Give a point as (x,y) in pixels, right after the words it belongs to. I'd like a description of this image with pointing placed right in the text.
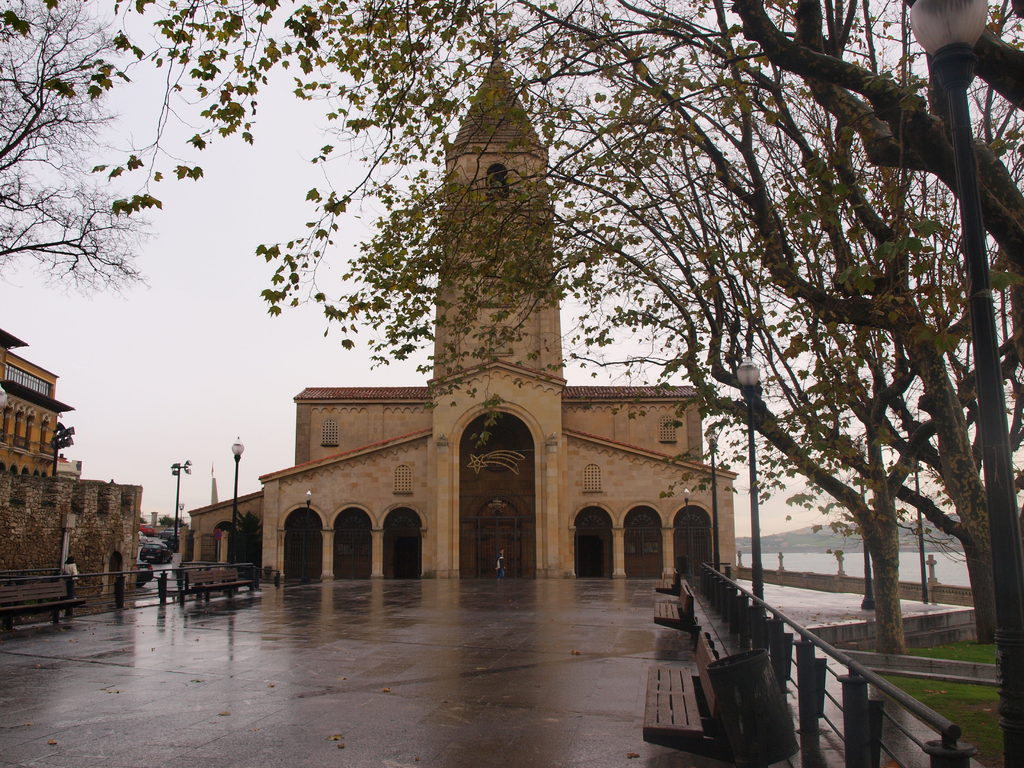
In this image in the center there are empty benches (690,631) and on the right side (714,556) there are poles (752,536), trees (978,584), there is grass (960,701) on the ground (925,682) and there is a fence (817,687). In the background (365,468) there is a church (425,417). On the left side (116,557) there are empty benches (212,585), there are buildings (19,451), cars (141,557) and poles (175,525) and the sky (160,298) is cloudy.
